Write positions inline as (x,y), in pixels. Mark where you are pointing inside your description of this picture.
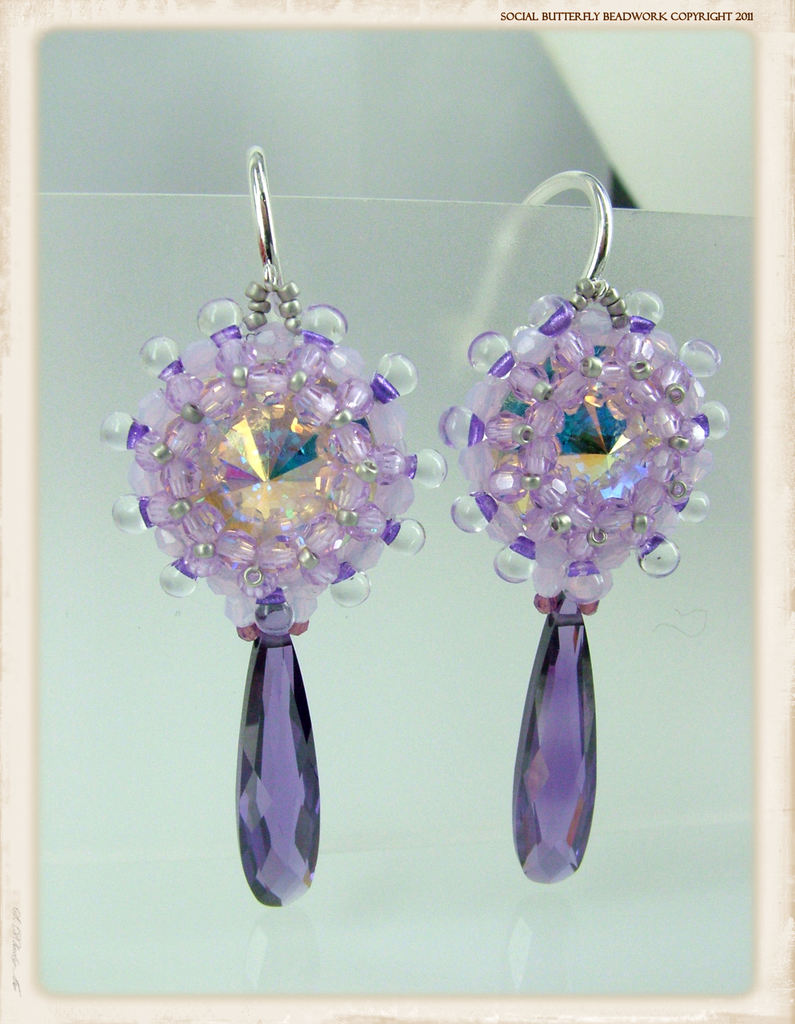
In this image there are two earrings (470,455) kept on the card (437,343). On the right side (586,15) top there is some text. It looks like a frame (758,337) in which there are earrings (324,472).
